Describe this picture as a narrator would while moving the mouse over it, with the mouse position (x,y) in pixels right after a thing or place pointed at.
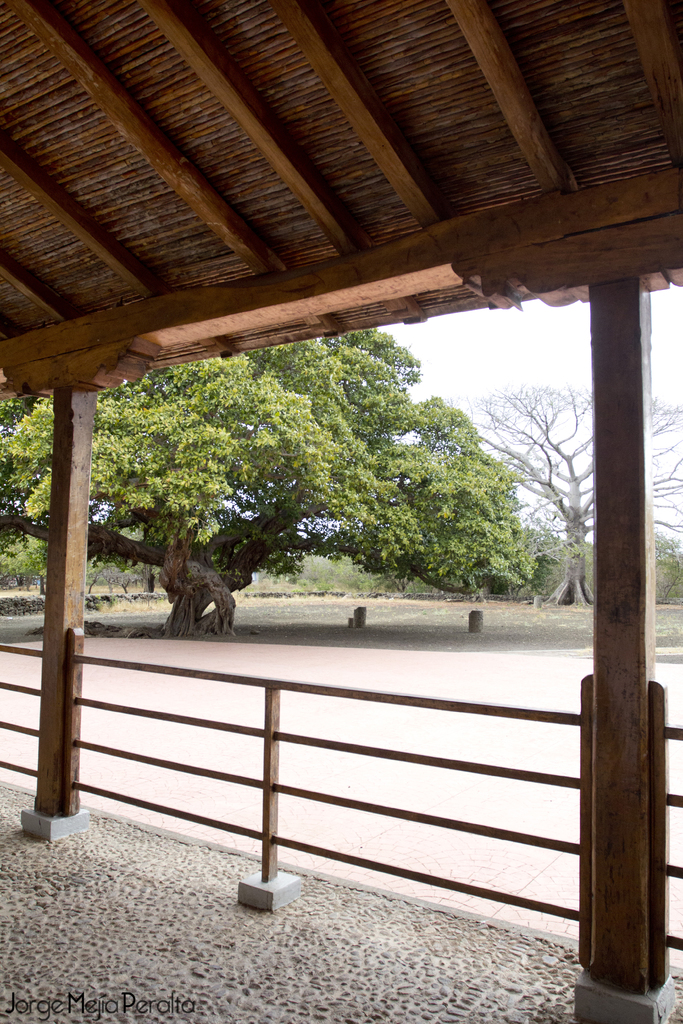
In this image we can see the wooden roof top (632,199) with supporting poles (609,519) and in the middle (235,396) we can see some trees (242,568).
